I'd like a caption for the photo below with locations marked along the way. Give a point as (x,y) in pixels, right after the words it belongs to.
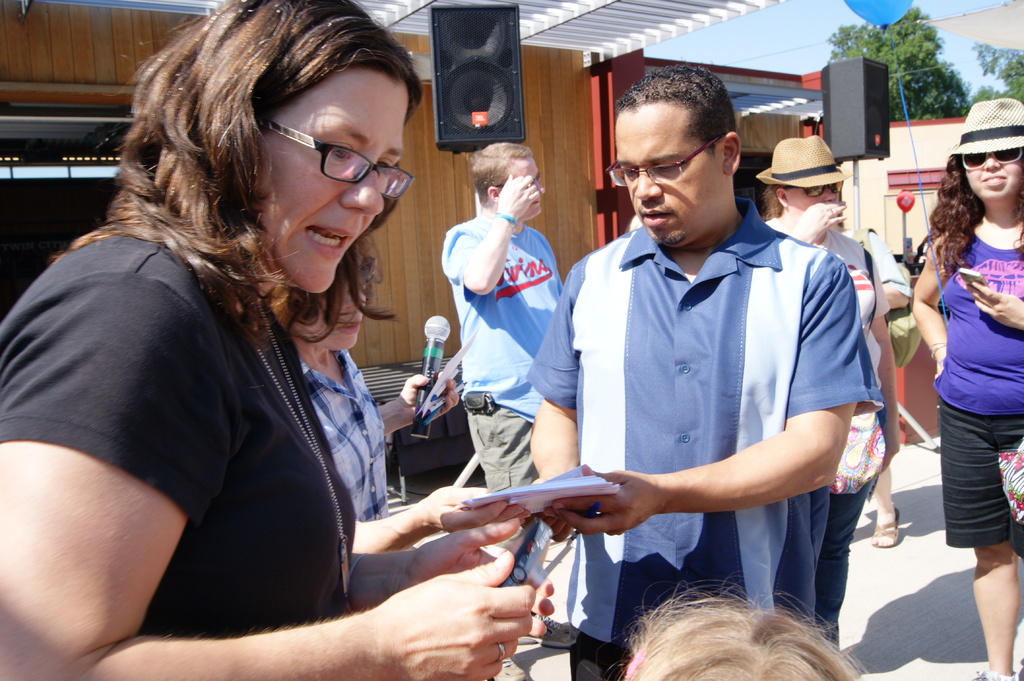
In this image we can see a group of persons (820,266) and among them few persons (581,518) are holding objects (432,392). Behind the persons (516,196) we can see a wall (564,123) and speakers (479,133). In the top right (882,30), we can see the sky (954,45), trees (915,58), a balloon (882,25) and a roof (609,26).
